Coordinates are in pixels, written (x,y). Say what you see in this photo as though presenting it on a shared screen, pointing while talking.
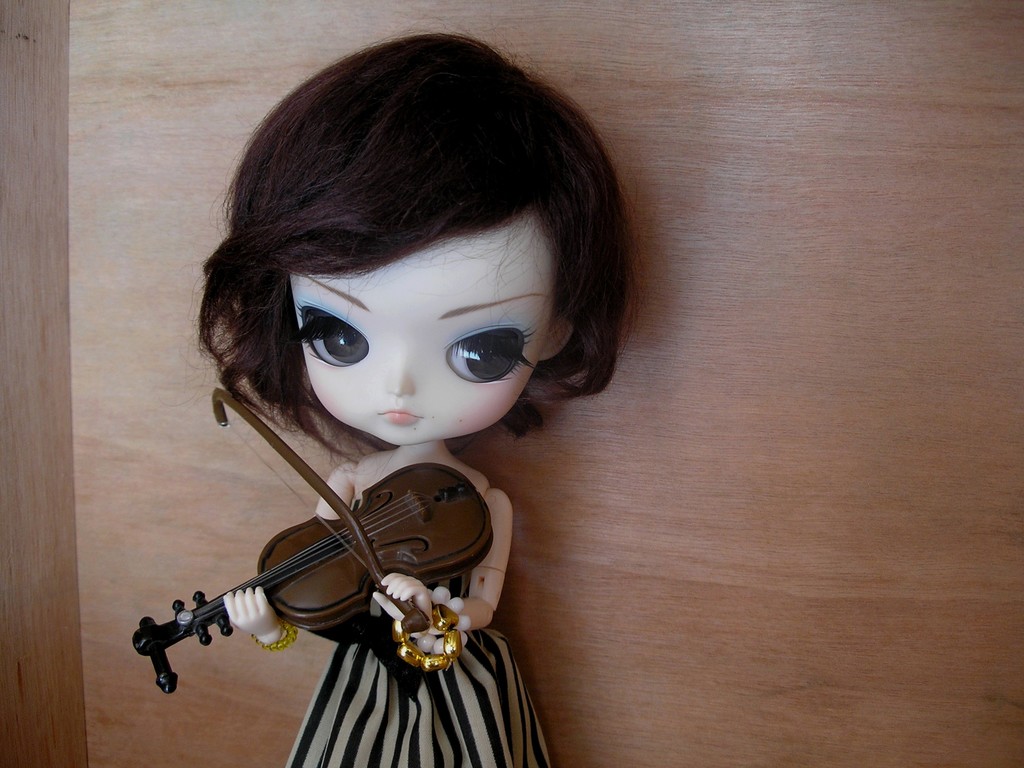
In this image I can see a doll (426,690) holding a violin (319,558).
